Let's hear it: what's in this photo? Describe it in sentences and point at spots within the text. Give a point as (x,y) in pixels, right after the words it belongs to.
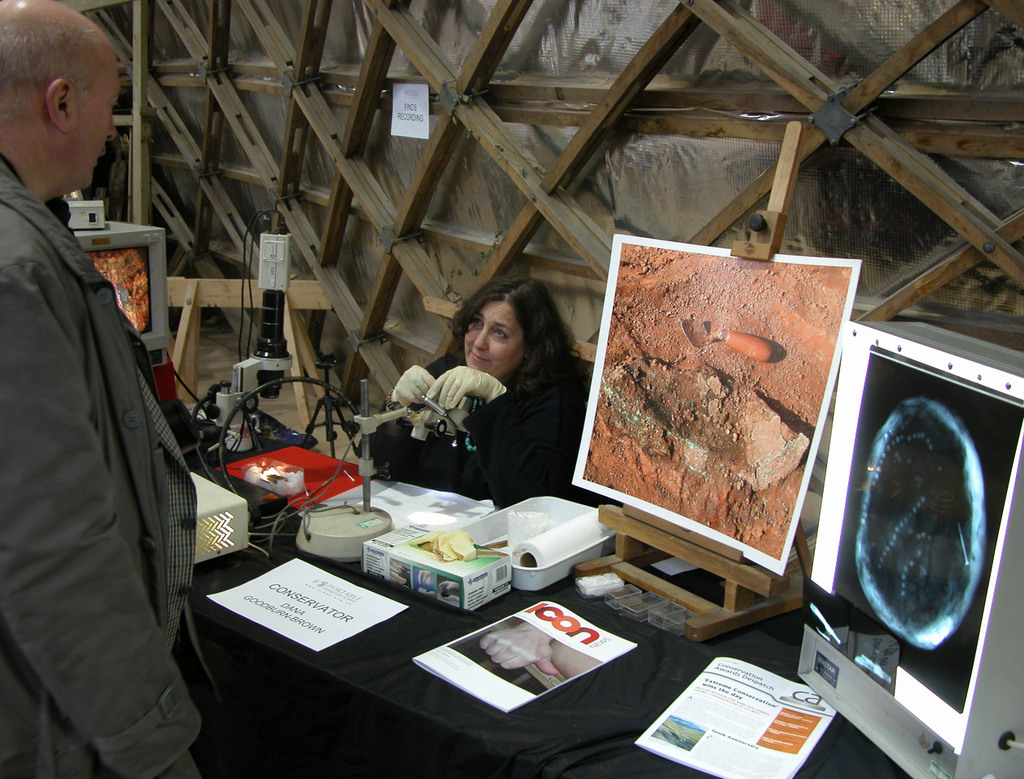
On the right side of the picture (988,197) we can see the wall (765,162) and wooden planks (370,69). We can see a paper note (422,97). In this picture we can see a man (31,394) standing near to a table (321,671). We can see a woman (462,382) wearing gloves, black jacket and she is staring at a man (29,659). On a table (837,739) we can see magazines (476,696), paper note (309,587), gloves box (464,598), devices (274,347), wooden object (754,596), poster (790,407) and few objects (333,552).
